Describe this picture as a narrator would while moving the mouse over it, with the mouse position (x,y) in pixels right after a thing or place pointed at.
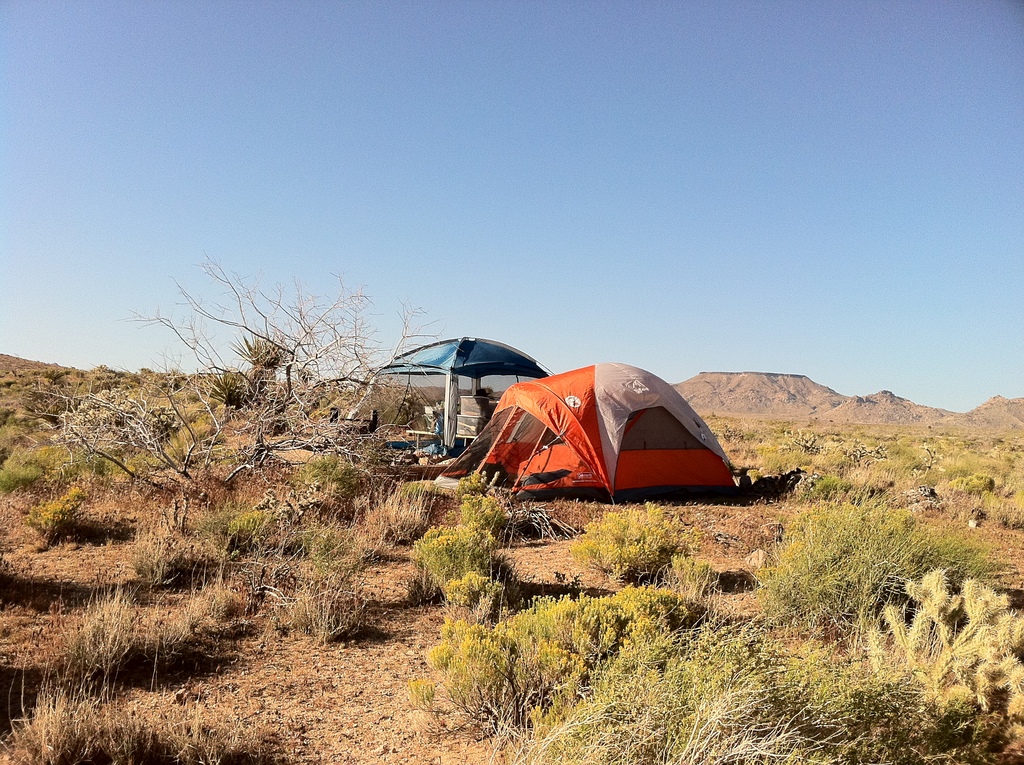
This picture shows few plants (290,426) and trees (264,456) and we see couple of tents (509,393) on the ground (276,735) and a blue sky (826,317).
